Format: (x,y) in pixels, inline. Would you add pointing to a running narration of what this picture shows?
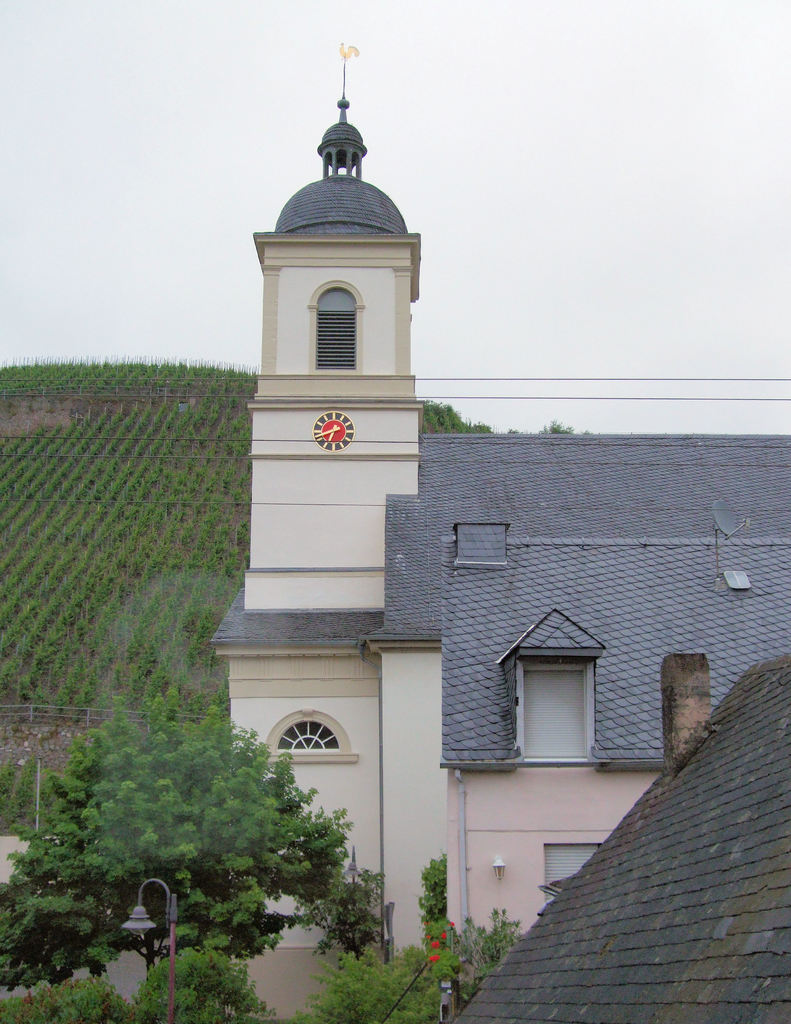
In this picture I see the buildings (436,658) in front (342,576) and I see number of trees (199,880) and a pole (140,889). In the background (94,676) I see the plants (36,520) and the sky (316,123).
